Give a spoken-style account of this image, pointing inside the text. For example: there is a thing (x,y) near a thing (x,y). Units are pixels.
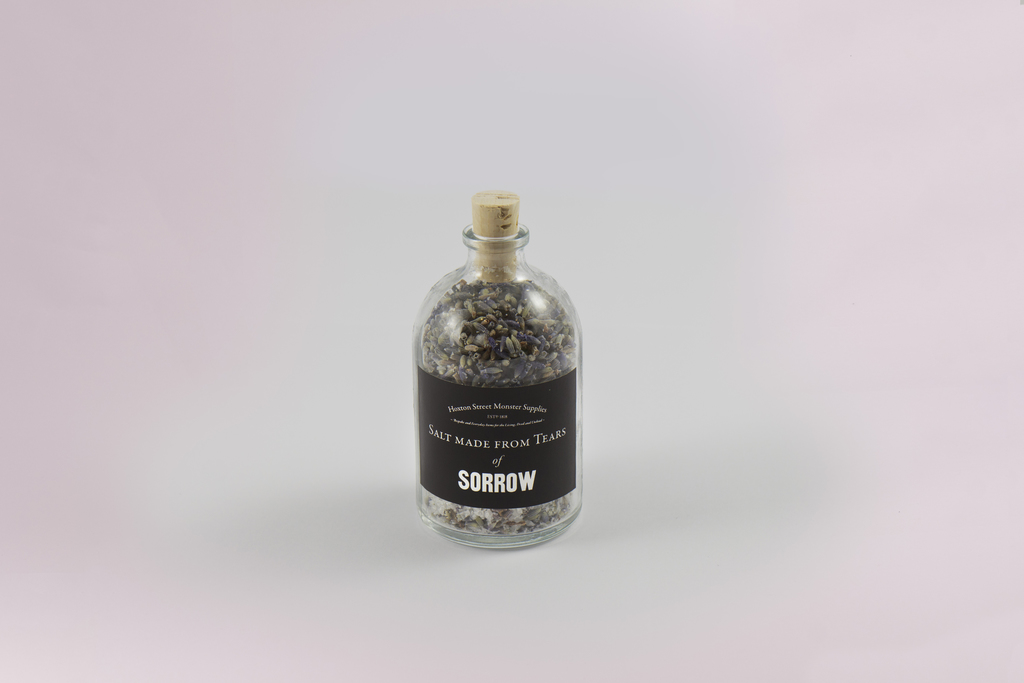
In this image we can see a bottle (532,357) with cork (475,217). There is a label (438,464) on the bottle (432,452).
